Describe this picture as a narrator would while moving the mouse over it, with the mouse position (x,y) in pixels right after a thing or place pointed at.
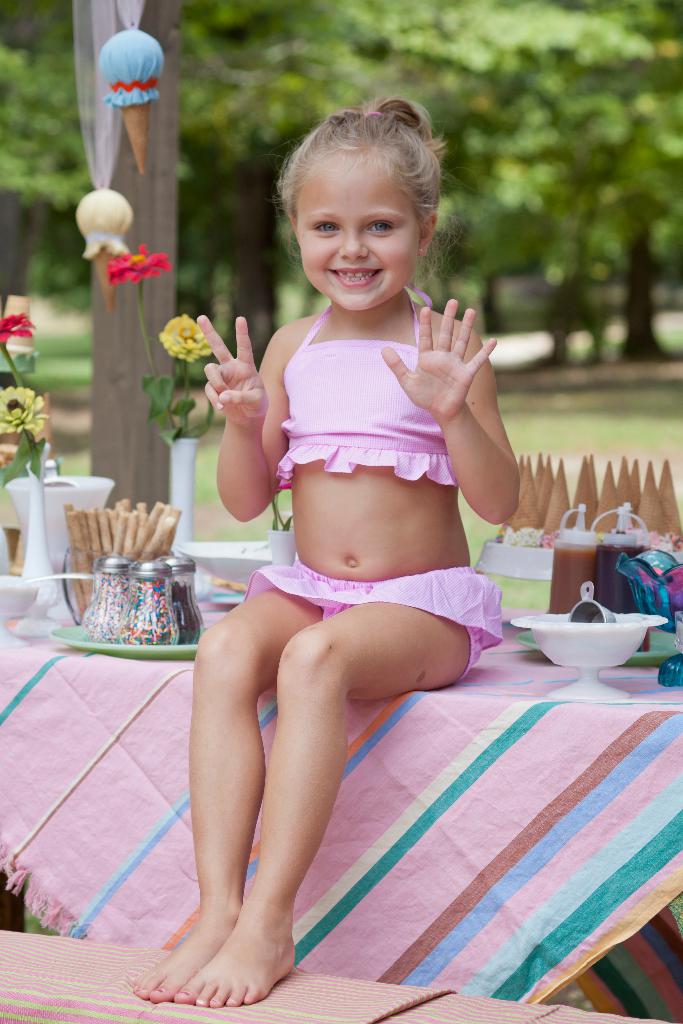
This image is taken in outdoors. In the middle of the image (292,489) a girl (337,145) is sitting on the table (173,756) and raising her hands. In this image there is a table (4,914) with table cloth (495,702) on it and there are few food items (616,501), sprinkler bottles (119,608), plate (103,645), bowl (589,642), flower vase (46,483) with flowers (4,341) are there on it. In the background (438,281) there are many trees (252,267). At the top of the image (131,45) a toy ice cream (110,59) is tied.
